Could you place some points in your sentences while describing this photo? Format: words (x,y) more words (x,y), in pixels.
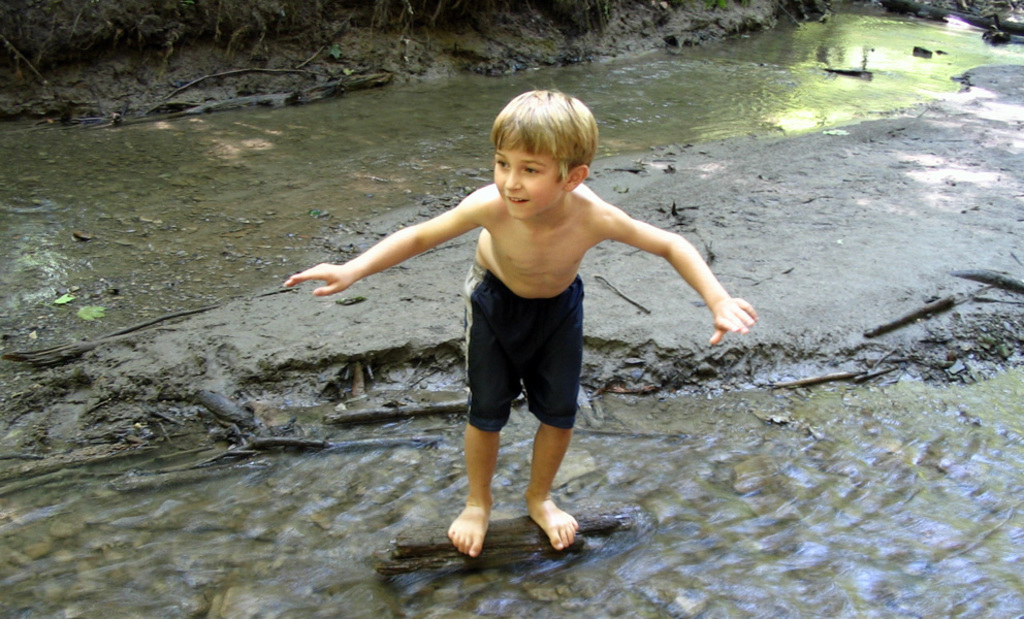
In this picture there is a small boy (555,132) who is standing on the log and there is water (767,84) at the top (805,90) and bottom side of the image (390,435), there is a muddy bank (138,346) in the center of the image (465,252).
